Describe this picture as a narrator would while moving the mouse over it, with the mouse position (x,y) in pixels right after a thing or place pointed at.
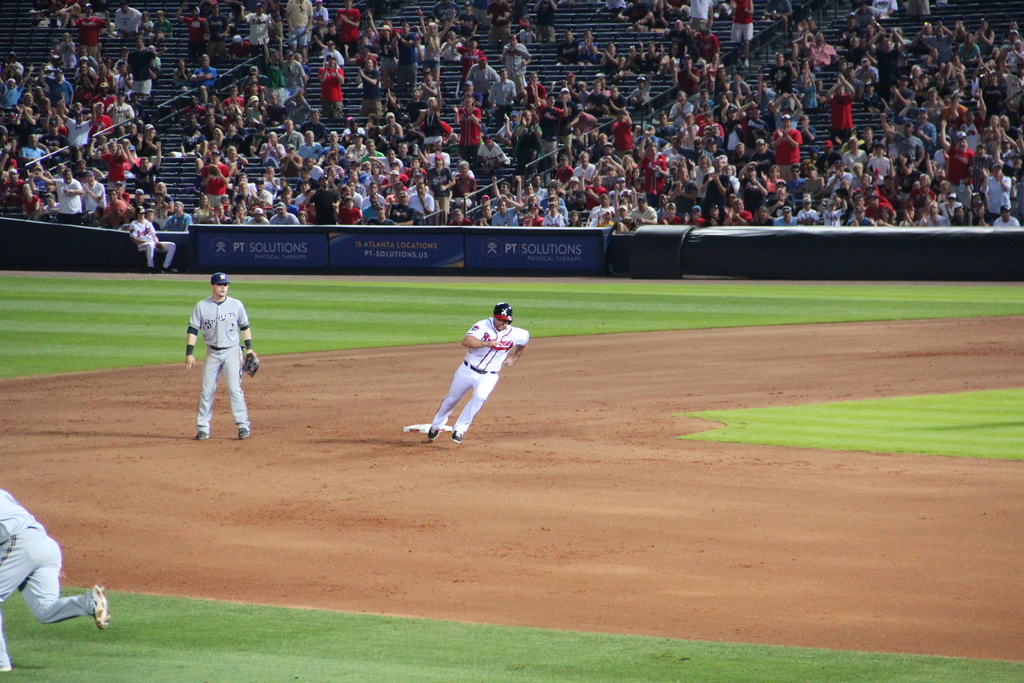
In this image it seems like it is a baseball match in which there is a baseball player (501,342) running on the ground (611,520). On the left side (239,356) there is a player (207,334) standing on the ground (229,437). In the background (339,102) there are so many spectators (495,165) who are watching from the stand (741,145).
